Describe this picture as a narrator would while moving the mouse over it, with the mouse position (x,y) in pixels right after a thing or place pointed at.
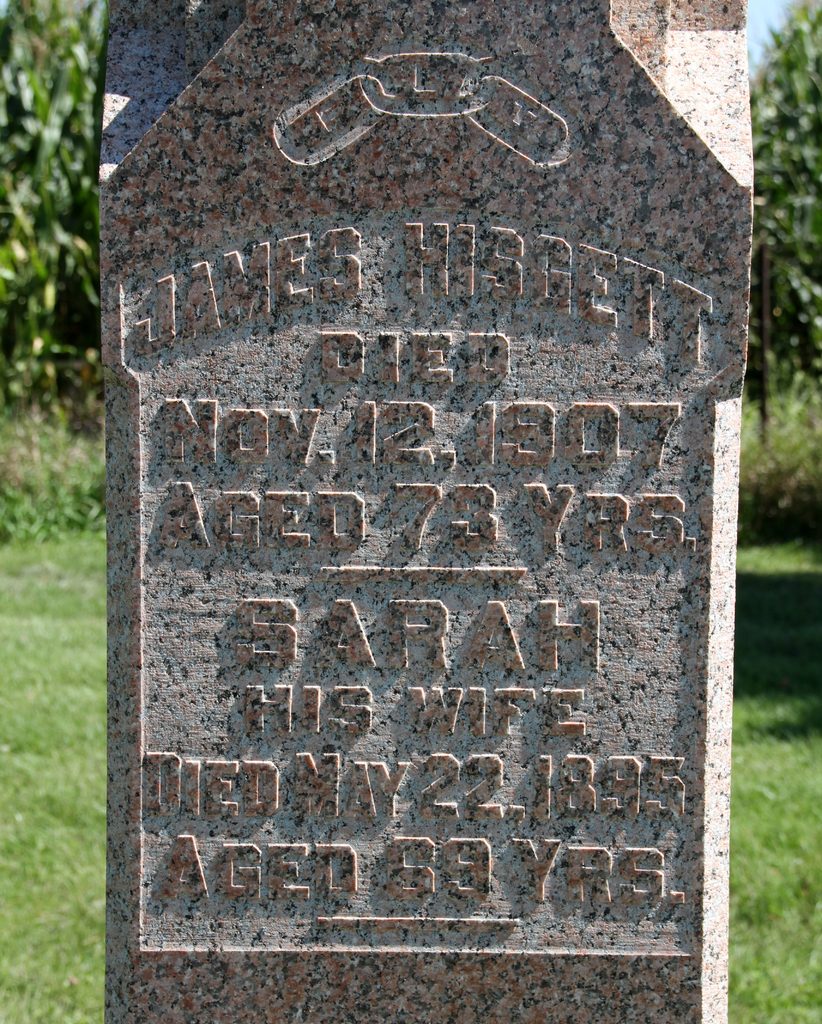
In this picture there is a headstone (421,667) in the center of the image (433,364) and there is greenery (61,632) in the background area of the image (98,604).
